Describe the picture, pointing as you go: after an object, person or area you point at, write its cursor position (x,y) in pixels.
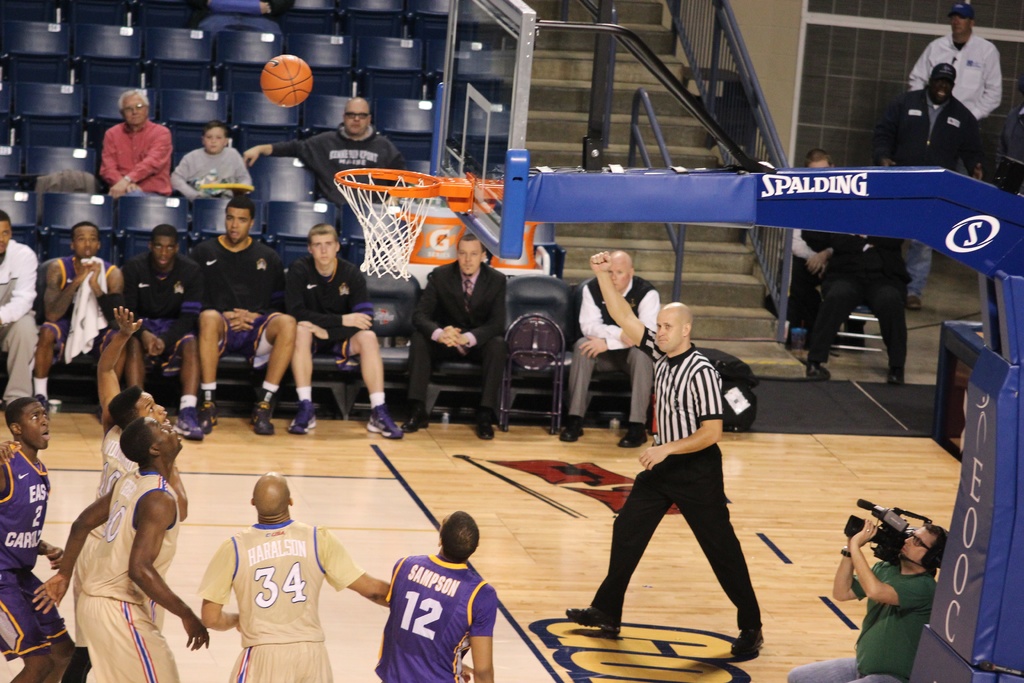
In this image, there are a few people (2,621). Among them, we can see a person (842,583) on the right (890,559) is holding a camera (860,529). We can see the ground (197,487). We can see a blue colored object (513,173) with a basketball net (445,196). We can see some chairs (531,352) and a ball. We can see some stairs (748,239) and the railing (682,29). We can see the wall (770,58) with some white colored object (826,18).
